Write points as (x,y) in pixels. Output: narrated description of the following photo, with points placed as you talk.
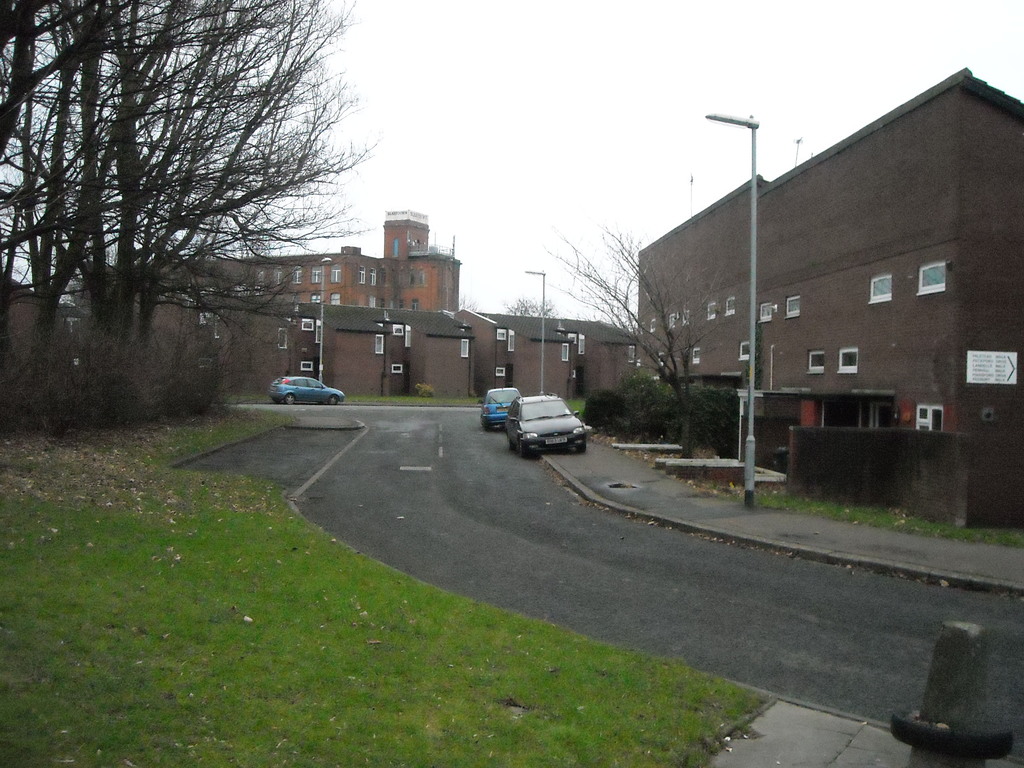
In this image I see number of buildings (418,311), poles (754,305), trees (634,328), bushes (651,419) and the green grass (272,547) and I see the road (477,458) and I see 3 cars (555,437). In the background (417,188) I see the clear sky (417,160).
